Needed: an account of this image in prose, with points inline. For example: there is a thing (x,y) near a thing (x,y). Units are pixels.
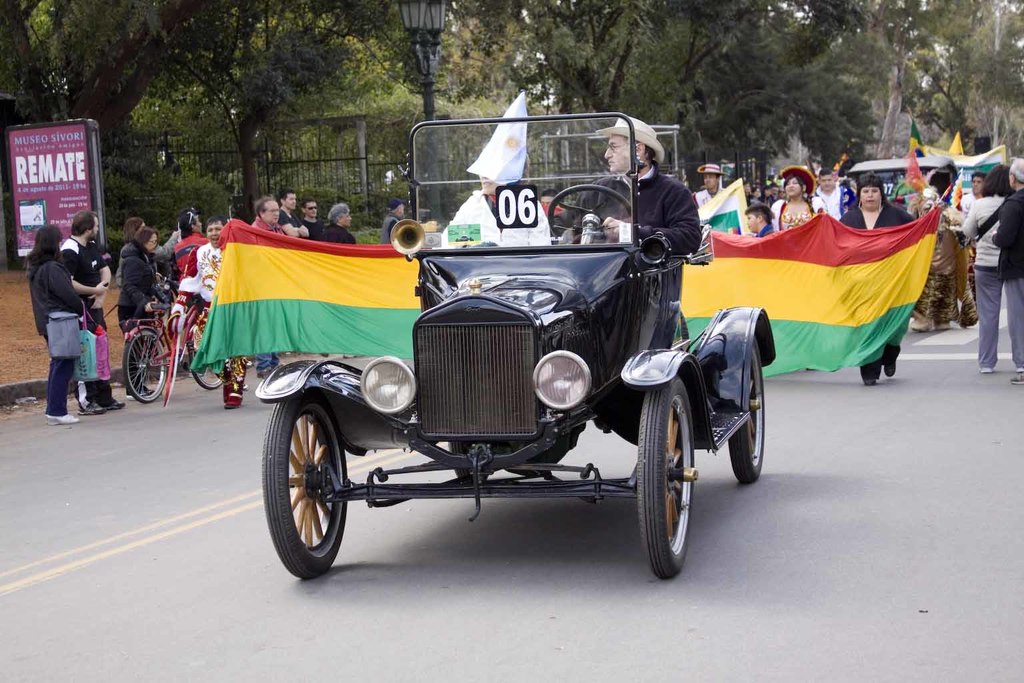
In this image at the center (583,363) there are vehicles (725,325) on the road (877,466). Few people (822,207) are walking by holding the banner (855,292). At the left side of the image (43,182) there is a board (73,161) and we can see people (140,284) are standing. At the background (332,164) there are trees (809,62). We can see there is a street light (433,58) at the left side of the image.
